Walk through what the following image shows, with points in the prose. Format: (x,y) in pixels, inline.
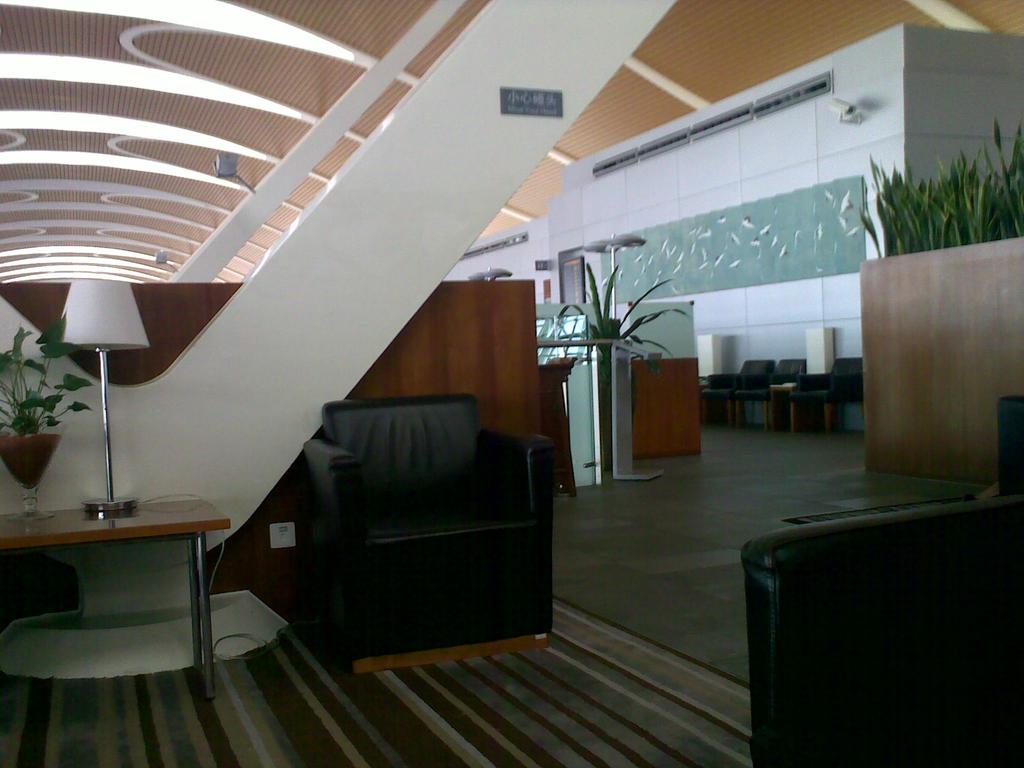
In this picture I can see the inside view of a building (313,302) and in the front of this picture (802,526) I see the couches (510,498), a table (130,525) on which there is a lamp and I can see few plants (1014,216) in the middle of this picture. In the background (613,205) I see the wall (648,189) and I see few cameras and I can see also few chairs (771,363) on the right center of this image (744,388).
